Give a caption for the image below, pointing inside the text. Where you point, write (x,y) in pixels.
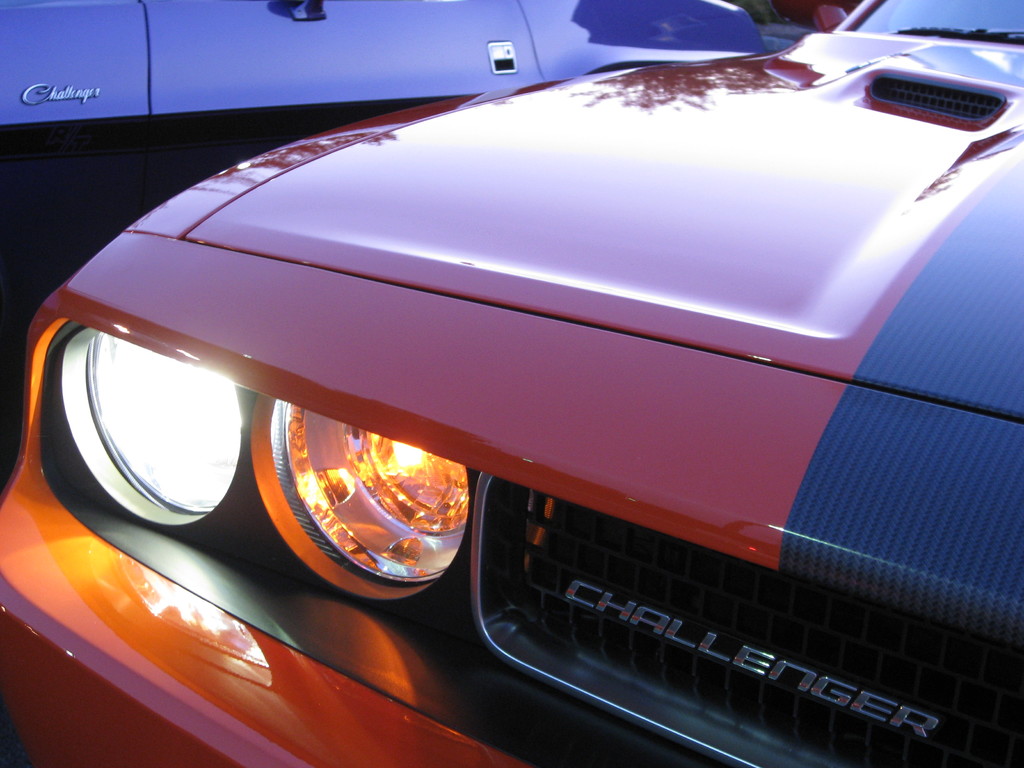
This picture shows couple of cars (396,289) and a car (614,303) is red in color.
